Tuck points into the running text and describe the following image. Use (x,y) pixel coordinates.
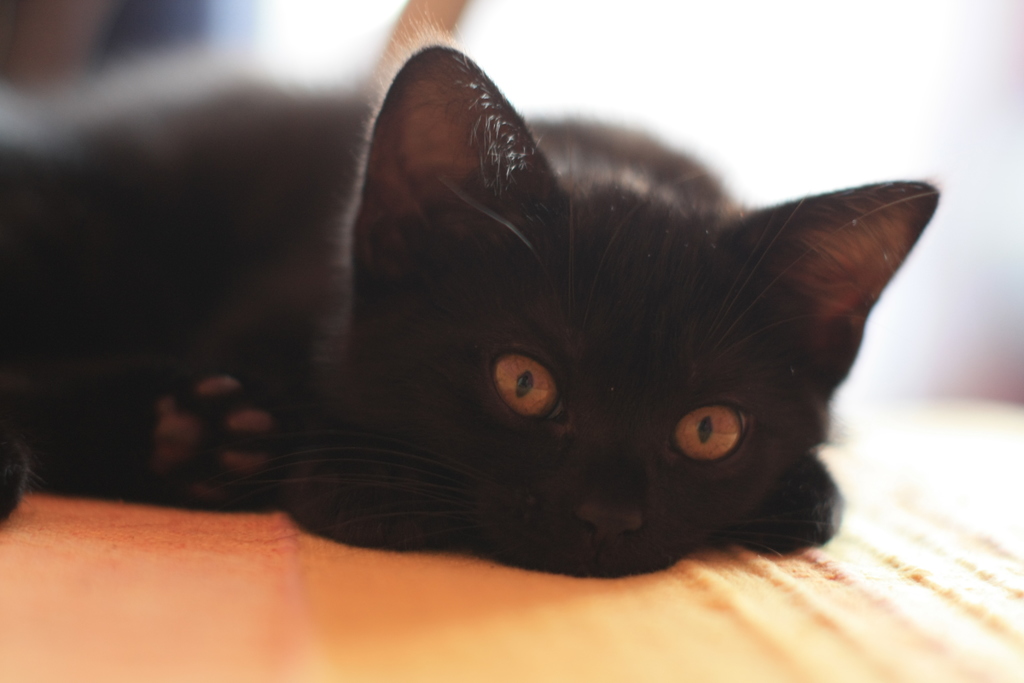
This picture contains a black cat (450,213). It is lying on the orange cloth (445,586). The cat (514,463) is looking at the camera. In the background (502,74), it is blurred.
